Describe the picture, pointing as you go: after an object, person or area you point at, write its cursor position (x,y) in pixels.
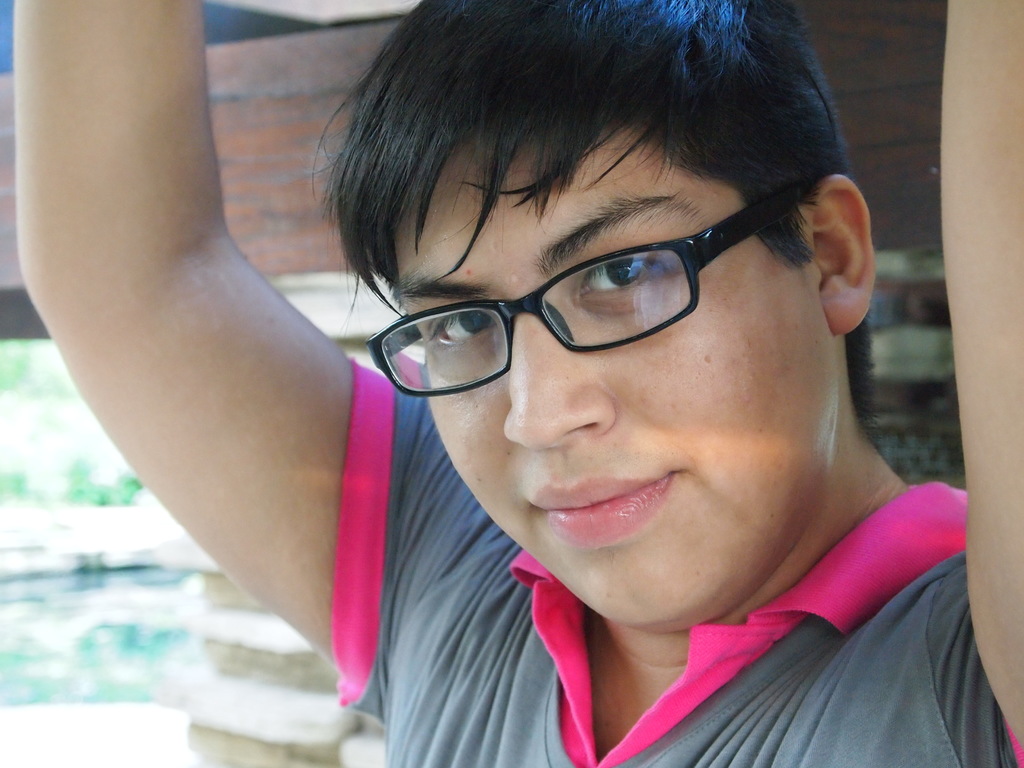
In this picture there is a person (664,349) wore spectacle (489,370). In the background of the image (63,648) it is blurry.
